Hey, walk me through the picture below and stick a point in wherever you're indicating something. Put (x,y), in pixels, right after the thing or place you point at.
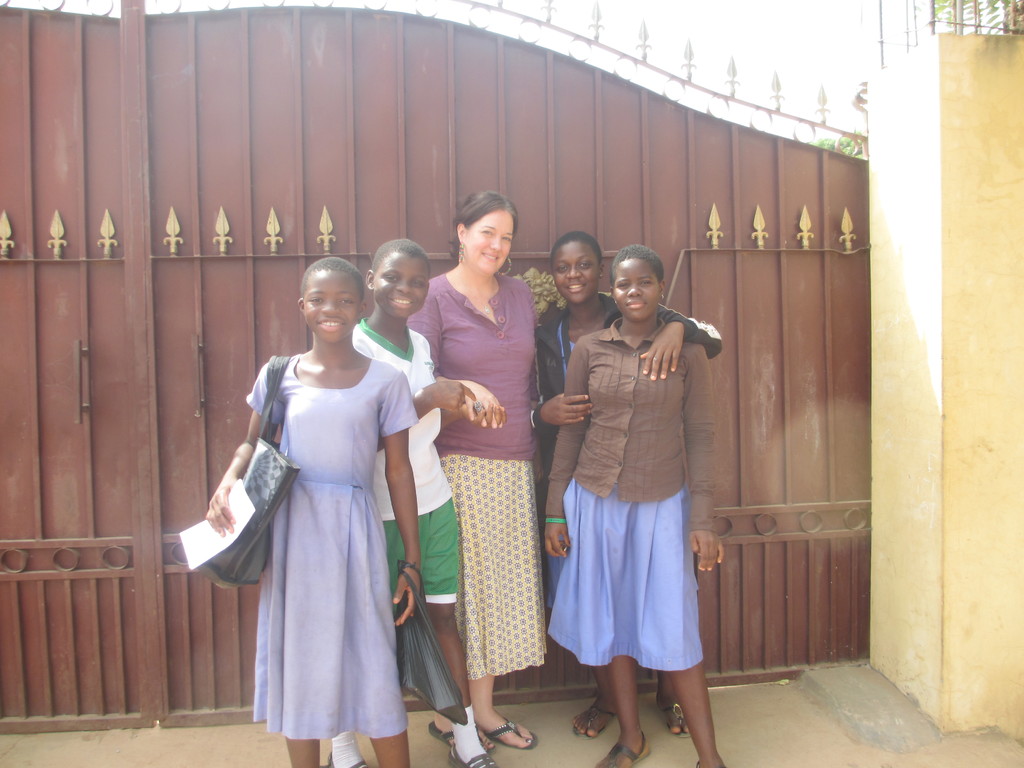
In this image we can see women (311,485) standing on the floor (818,667) and there is a gate (715,190) in the background (451,115).
